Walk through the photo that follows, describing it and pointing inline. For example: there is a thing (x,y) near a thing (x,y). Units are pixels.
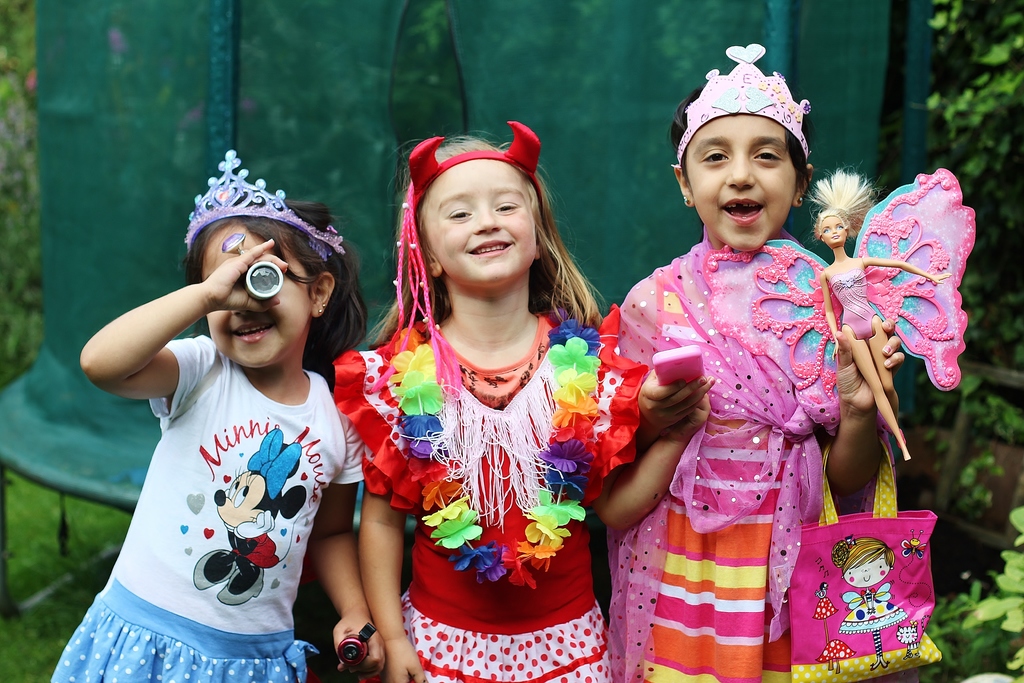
This picture seems to be of outside. On the right (770,181) there is a girl (714,617) wearing pink color Crown (772,88), holding a Barbie girl (848,316), wearing a bag (849,566) and standing. In the center (455,235) there is a girl (487,298) smiling and standing. On the left (193,400) we can see a girl (285,342) wearing a white color frock (220,412) smiling and standing. In the background (120,61) there is a net (552,49) and some plants (998,141).
